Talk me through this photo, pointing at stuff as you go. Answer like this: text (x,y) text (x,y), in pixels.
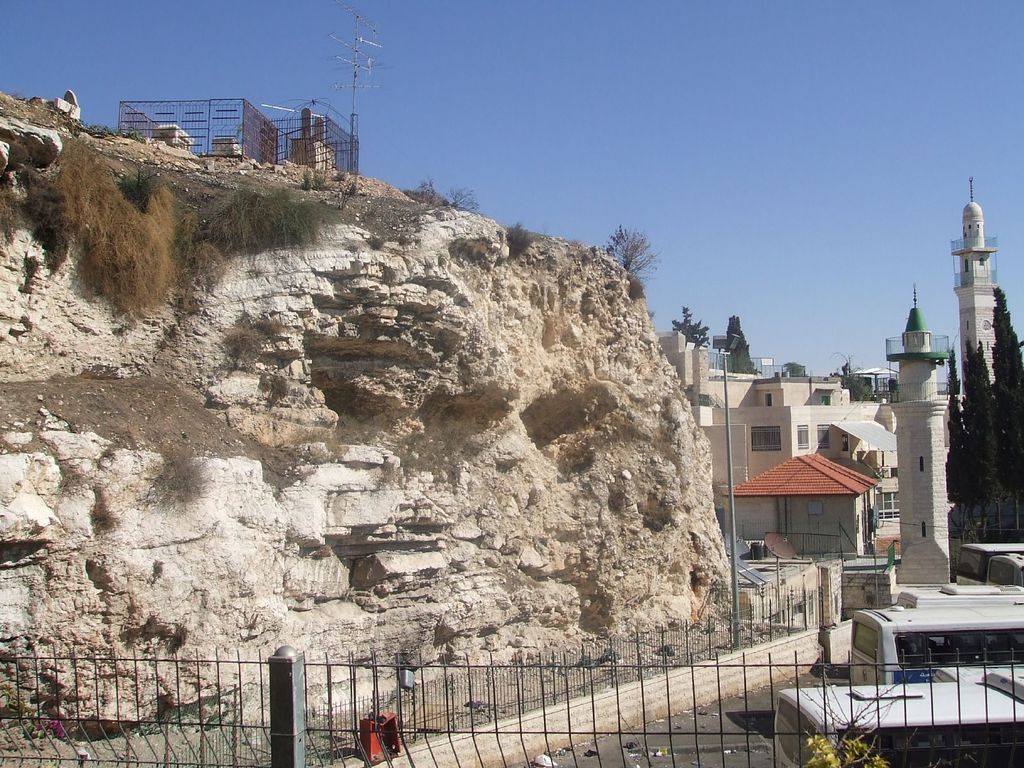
In this picture we can see the buildings (813,380), trees (1004,442), poles (731,501), mesh (287,151), rock (285,258), plants (145,212). At the bottom of the image (680,749) we can see the grilles (613,682), road (749,709), buses (897,657). At the top of the image (745,188) we can see the sky (730,208).
